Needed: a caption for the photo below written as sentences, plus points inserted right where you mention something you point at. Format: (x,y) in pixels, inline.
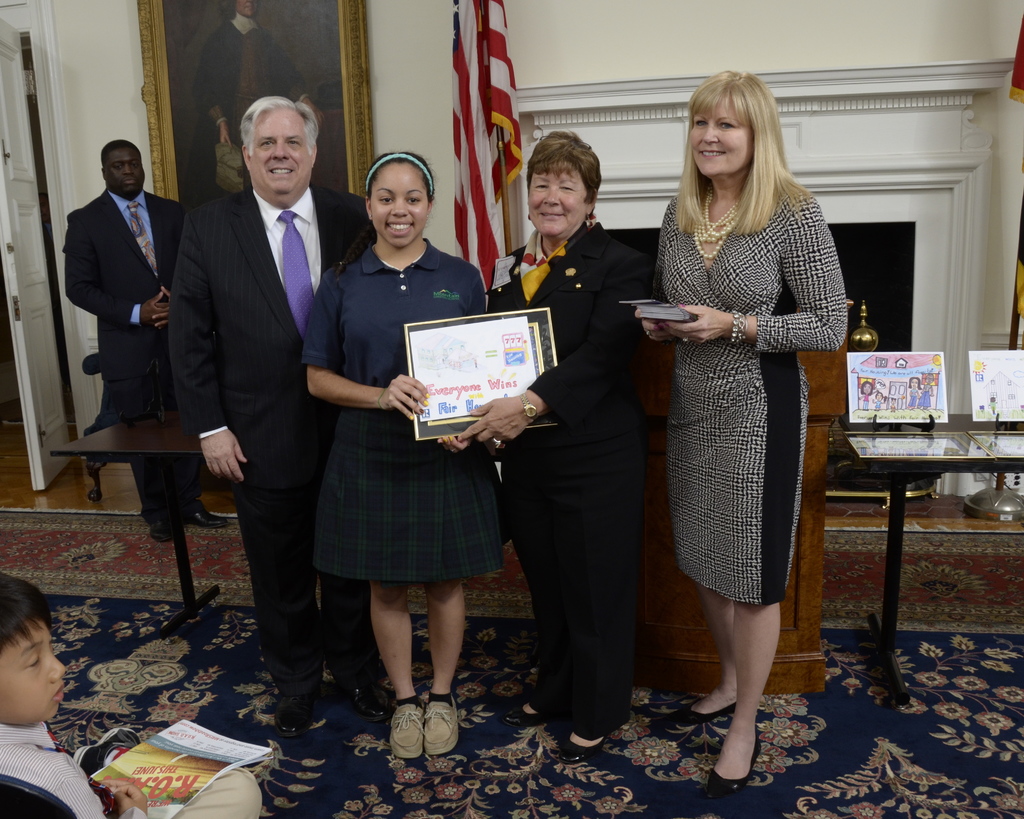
There are people (590,208) those who are standing in the center of the image (509,400), they are holding some papers (456,397) in their hands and there is a boy (25,709) at the bottom side of the image (27,696), there is a book (120,765) on his laps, there is another man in the background area (143,373), there is a door (39,353) on the left side of the image (25,277) and there is a portrait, flag (480,117), and a table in the background area (920,369), there are some papers (858,413) on the table (903,438) and a desk (837,391) on the right side of the image (901,518).
